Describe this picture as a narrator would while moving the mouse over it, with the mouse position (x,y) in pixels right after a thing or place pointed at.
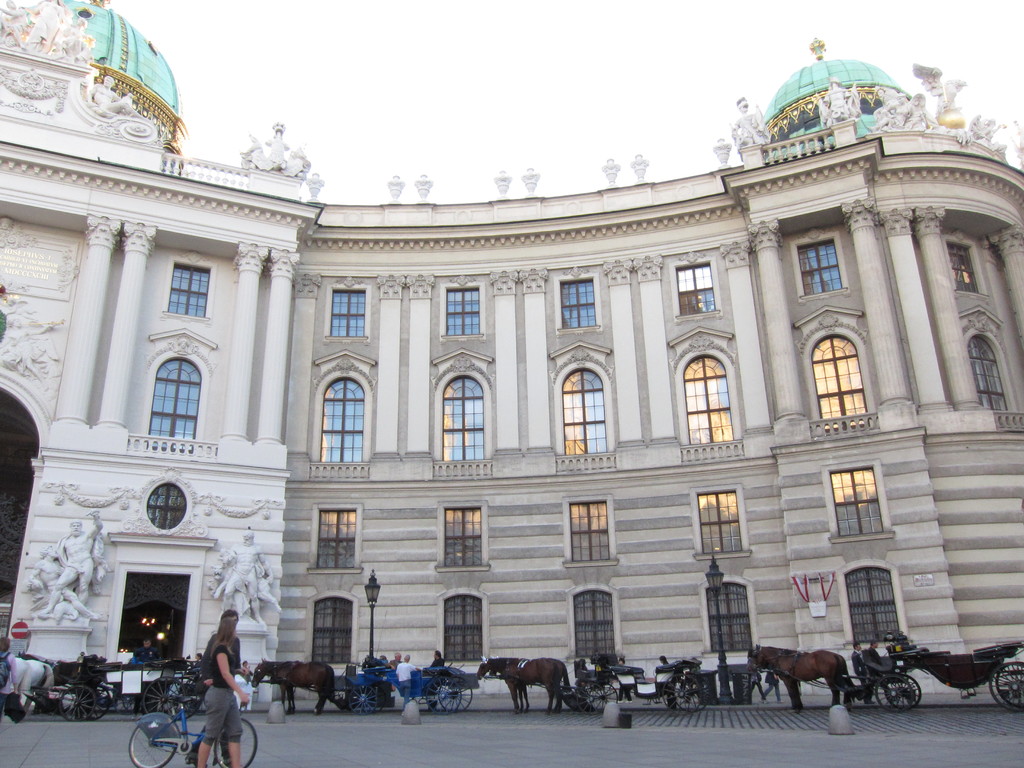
In this image I can see some people (233,684). I can see a bicycle (183,742). I can see the horse carts (692,685). In the background (599,597), I can see a building (487,396) with the windows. At the top (494,86) I can see the sky (453,100).
